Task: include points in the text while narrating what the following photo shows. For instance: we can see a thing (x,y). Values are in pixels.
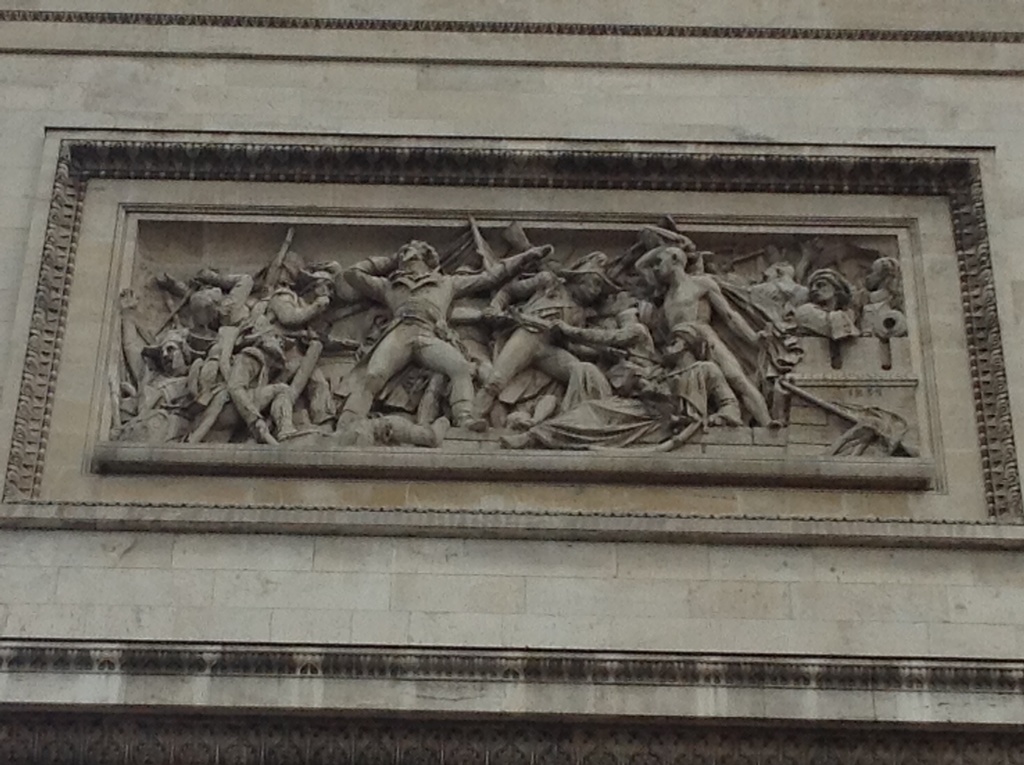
In this picture we can see sculptures (533,341), there is a wall (488,38).
